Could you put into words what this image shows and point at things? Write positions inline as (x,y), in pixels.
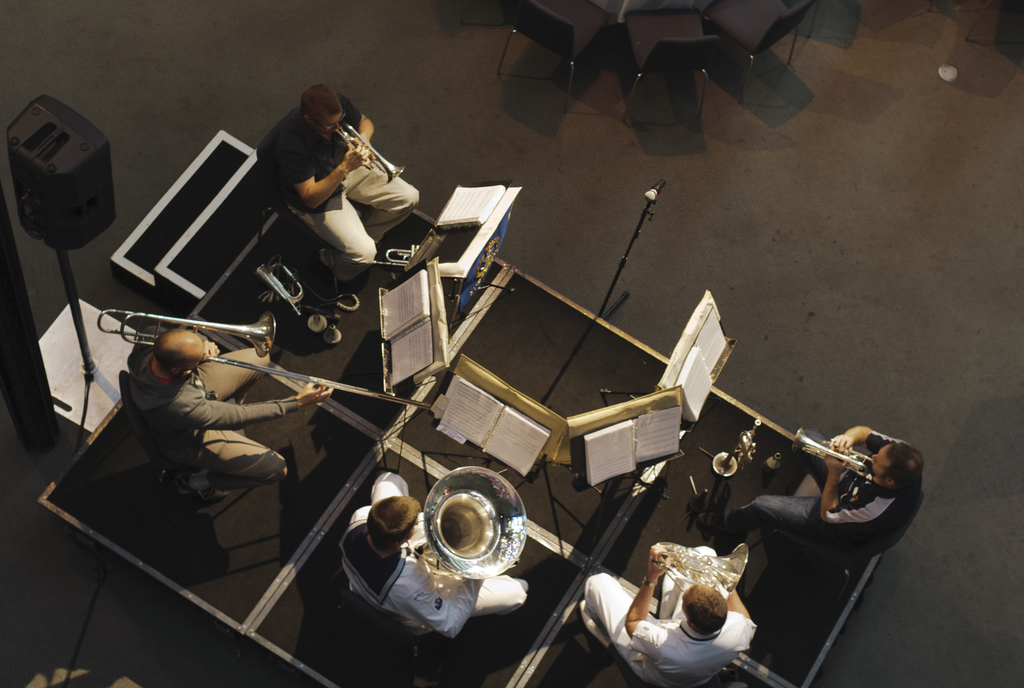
In the image I can see people (399,220) are playing musical instruments (470,511) by holding in hands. I can also see books (515,462), a microphone (615,282) and some other objects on the floor (546,561).
